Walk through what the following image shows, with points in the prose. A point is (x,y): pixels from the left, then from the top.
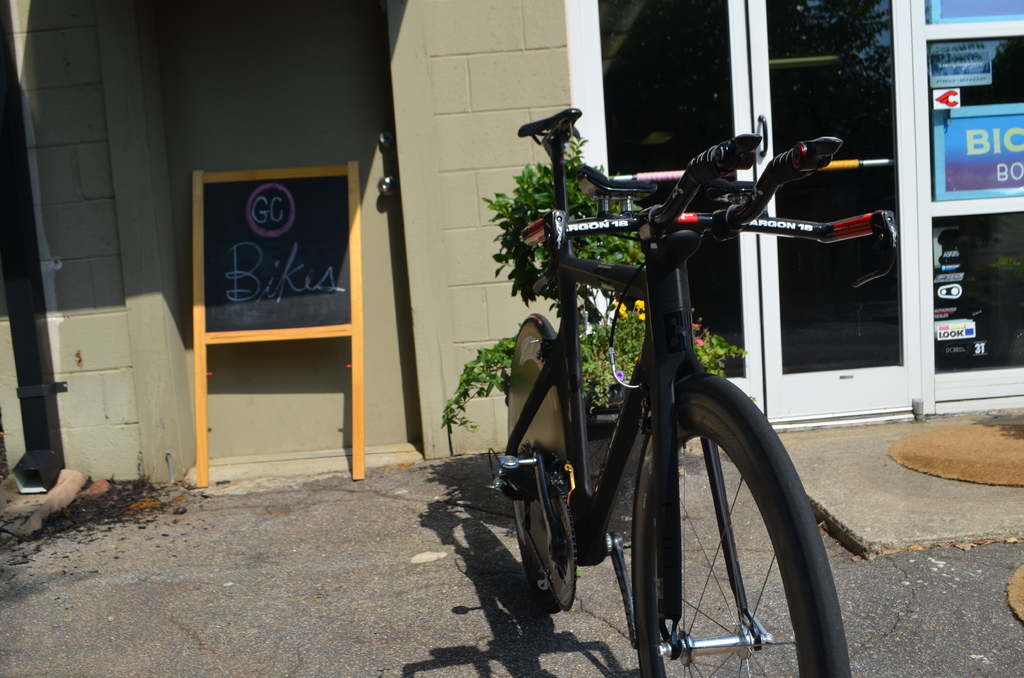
In this image, in the middle (638,353) there is a flower pot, in which there is a plant (643,315), board (345,273), wall (400,117), door (851,99), on which there are some posters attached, in the foreground (575,308) there is a bicycle (529,385) kept on the road (224,610).
